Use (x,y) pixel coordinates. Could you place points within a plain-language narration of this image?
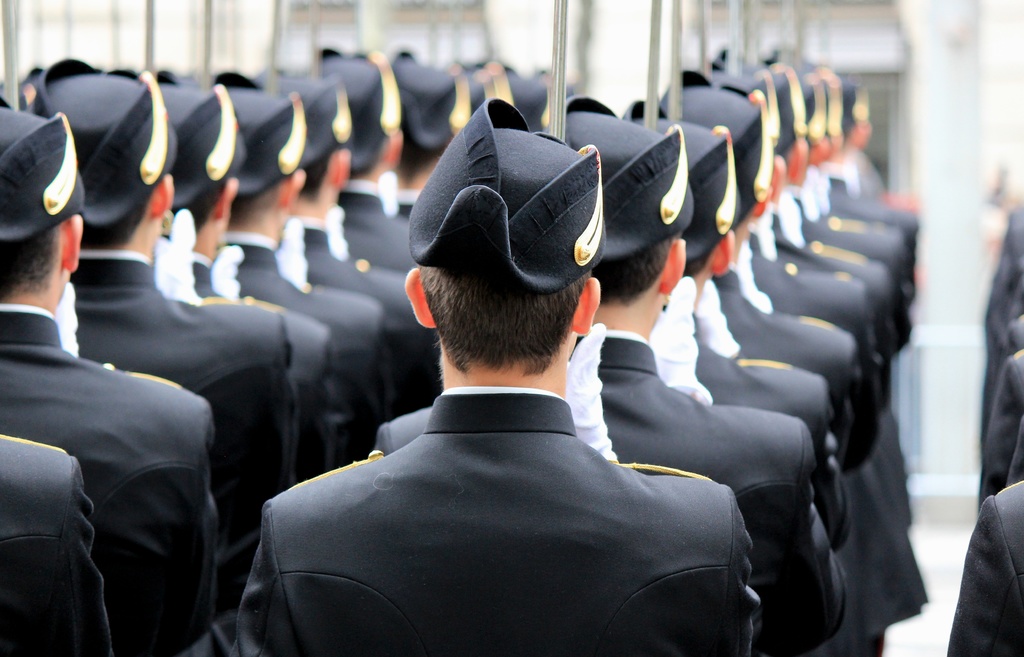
There are people (515,218) those who are standing in series in the same uniform (641,387) in the image, it seems to like there is a pillar (377,35) and windows (449,45) in the background area (937,146).
